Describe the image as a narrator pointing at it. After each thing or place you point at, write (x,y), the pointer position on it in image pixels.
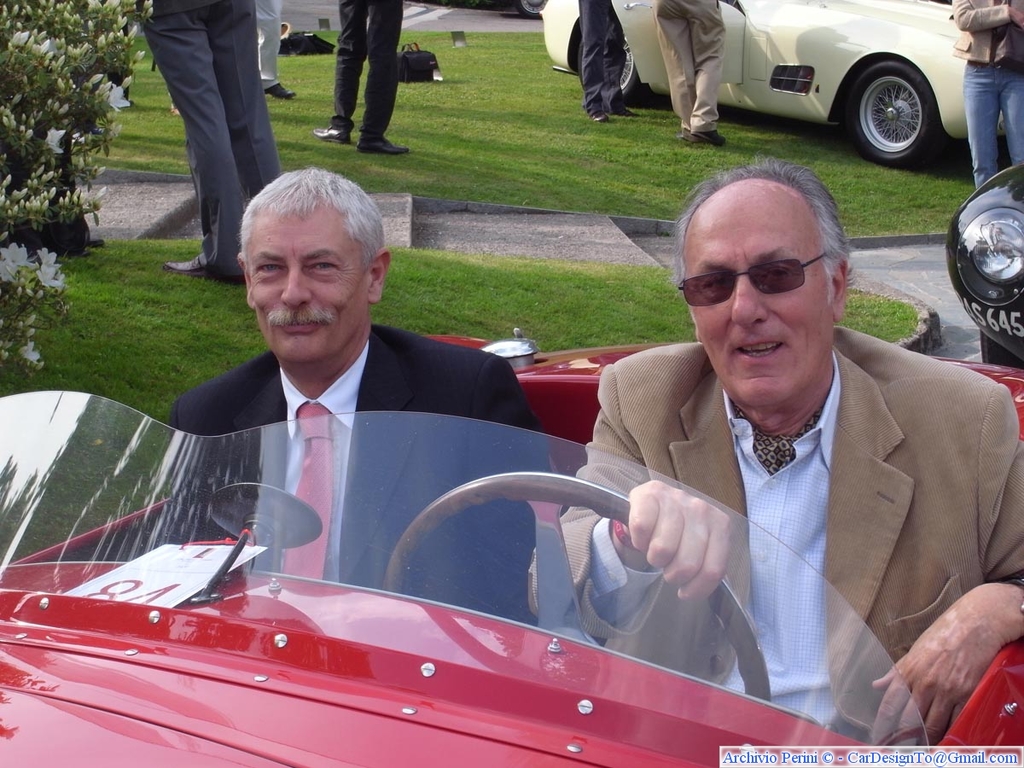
In this image I can see two men (281,208) are sitting in a car (613,355). In the background (248,191) I can see few more people (963,11) and vehicles (632,87). Here I can see a plant (46,116).
